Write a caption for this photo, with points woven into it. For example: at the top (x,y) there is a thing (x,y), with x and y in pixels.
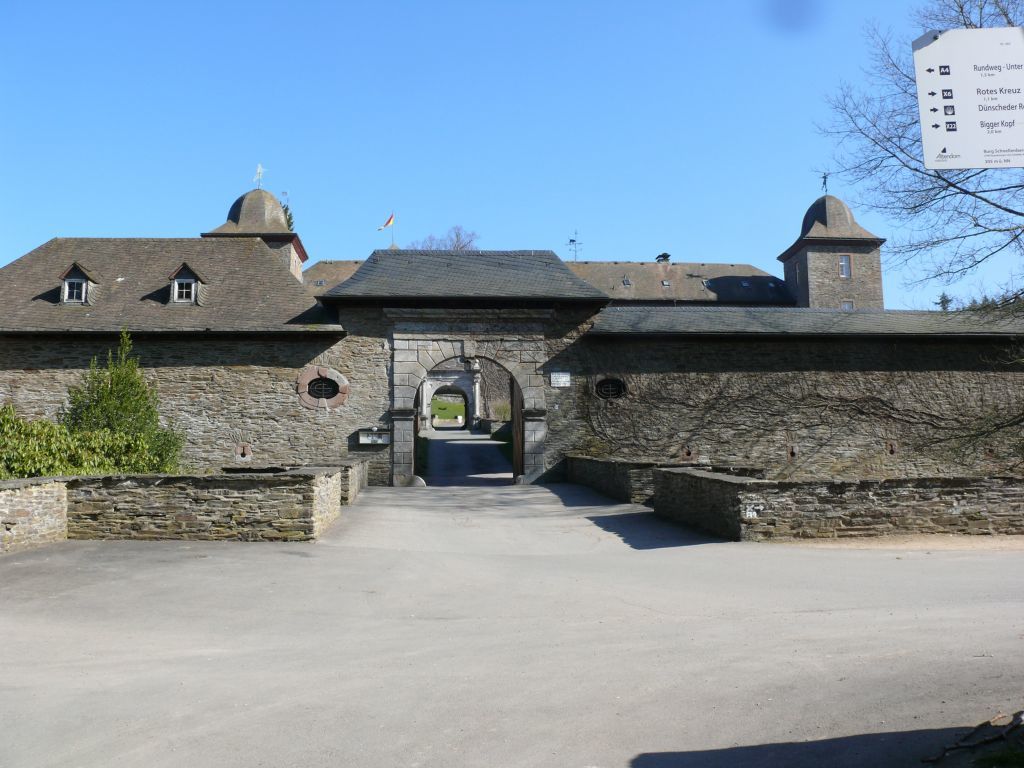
At the bottom of the picture (550,728), we see the road (560,728). On either side of the picture, we see the trees (46,455) and the walls (247,491), which are made up of cobblestones (898,520). In the middle (576,351), we see an arch (518,347) and a building (259,384) which is made up of cobblestones (768,393). In the background (392,229), we see the trees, pole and a flag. At the top (593,148), we see the sky (491,90), which is blue in color. In the right top (1012,161), we see a board (938,118) in white color with some text (1012,106) written on it. Behind that, we see the trees (978,274).
